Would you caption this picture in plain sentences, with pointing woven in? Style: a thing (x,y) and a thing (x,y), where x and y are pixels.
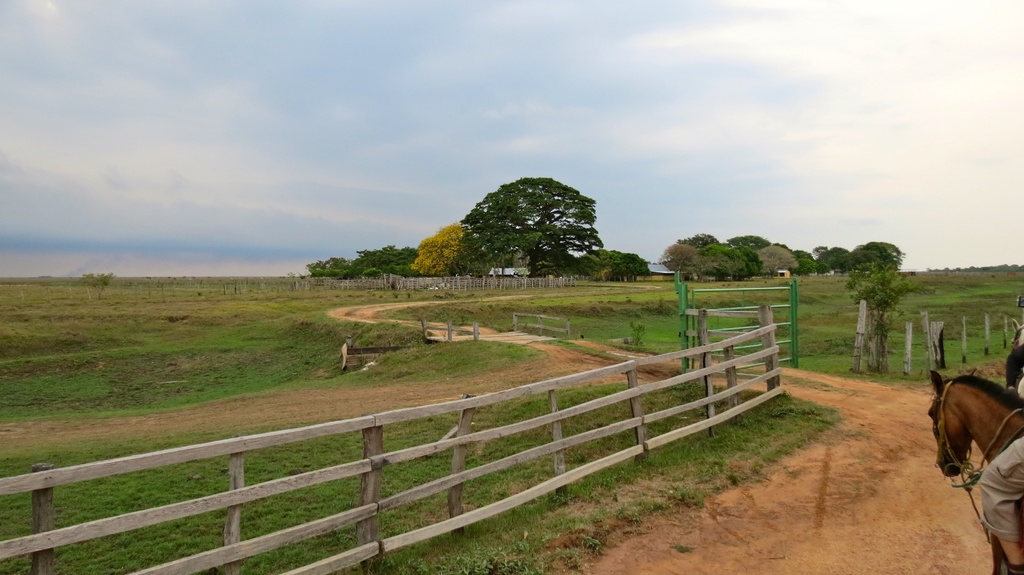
In this image we can see a leg (1019,451) of a person (1005,506) on the horse (986,417), there is a fencing (531,281), trees (565,205), also we can see the sky (483,157).
